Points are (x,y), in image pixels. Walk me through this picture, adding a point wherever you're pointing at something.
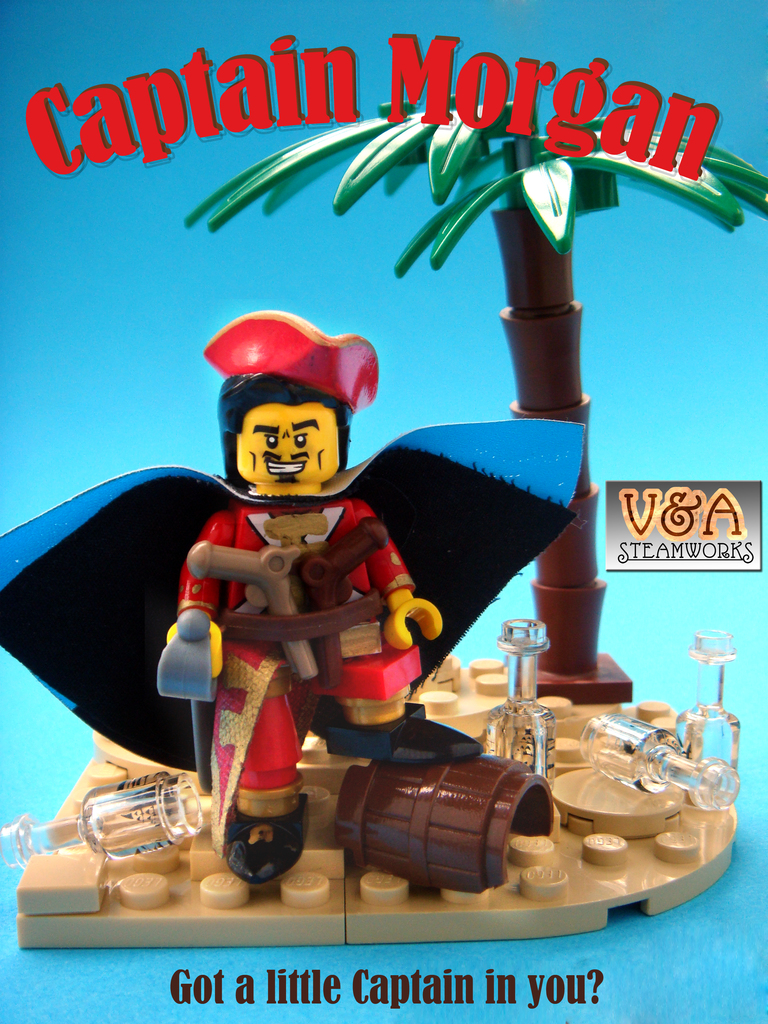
In this image we can see a poster (300,66) with toy (293,679), objects (591,530) and blue background (701,465). And we can see the text (676,497) written on the poster (654,545).
